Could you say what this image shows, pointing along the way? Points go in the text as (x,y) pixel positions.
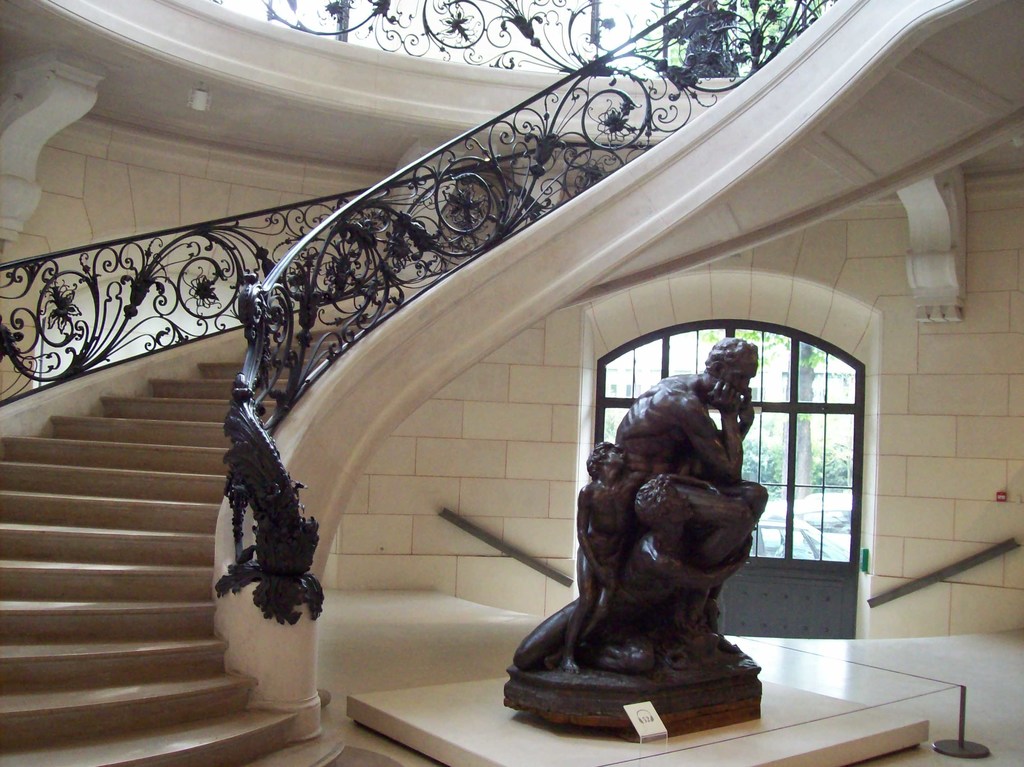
In the picture I can see a statue (700,648) on a white color surface (677,761). In the background (446,563) I can see windows (791,526), wall (429,494) and some other objects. Here I can see steps (182,522) and fence (303,384).
